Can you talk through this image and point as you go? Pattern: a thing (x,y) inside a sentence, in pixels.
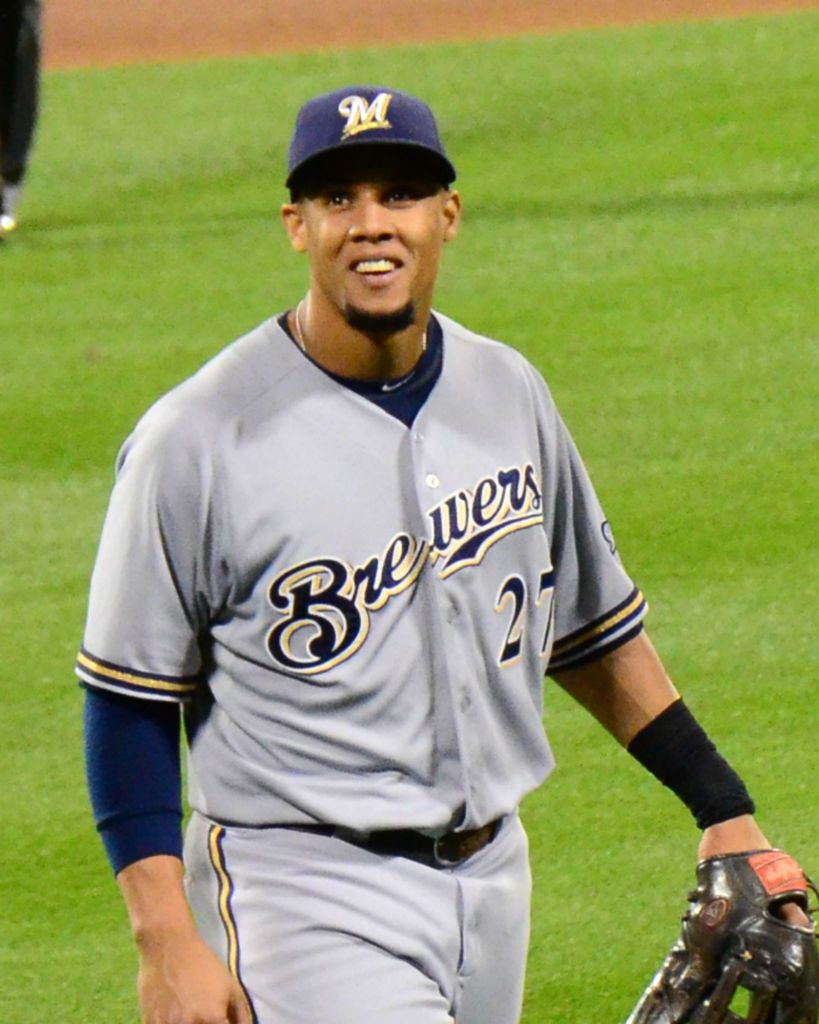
As we can see in the image there is grass (790,707), a person (248,462) wearing blue color cap (402,176) and grey color jacket (391,641).
